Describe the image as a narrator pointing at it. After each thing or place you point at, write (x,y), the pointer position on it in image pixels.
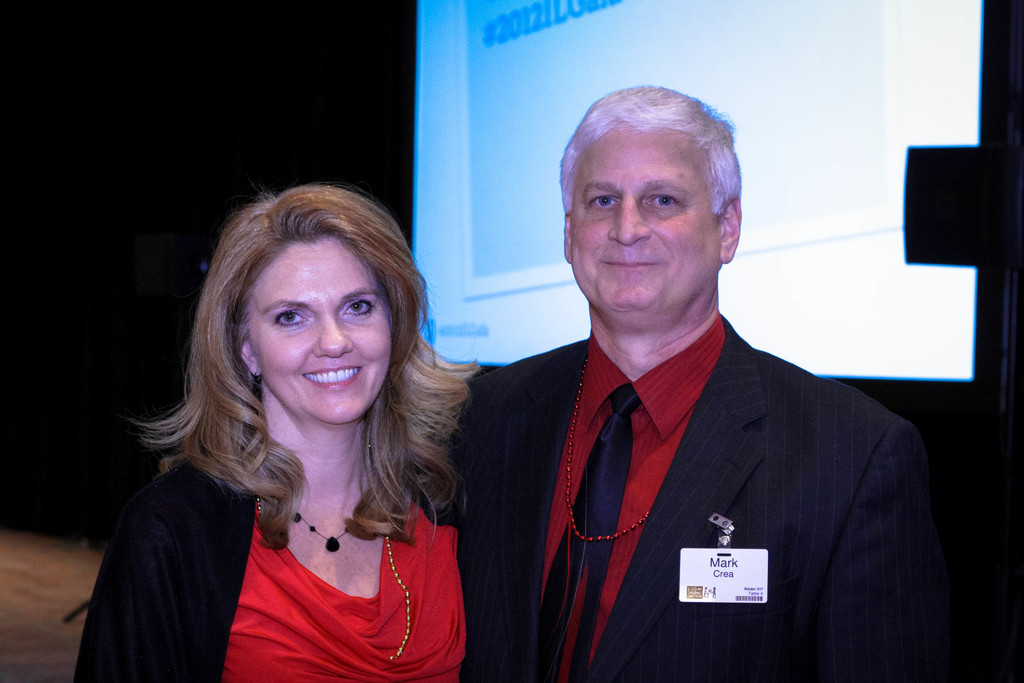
In this image in the front (520,395) there are persons (493,383) standing and smiling. In the background (497,66) there is a screen (736,83) with some numbers (502,34) displaying on it.
